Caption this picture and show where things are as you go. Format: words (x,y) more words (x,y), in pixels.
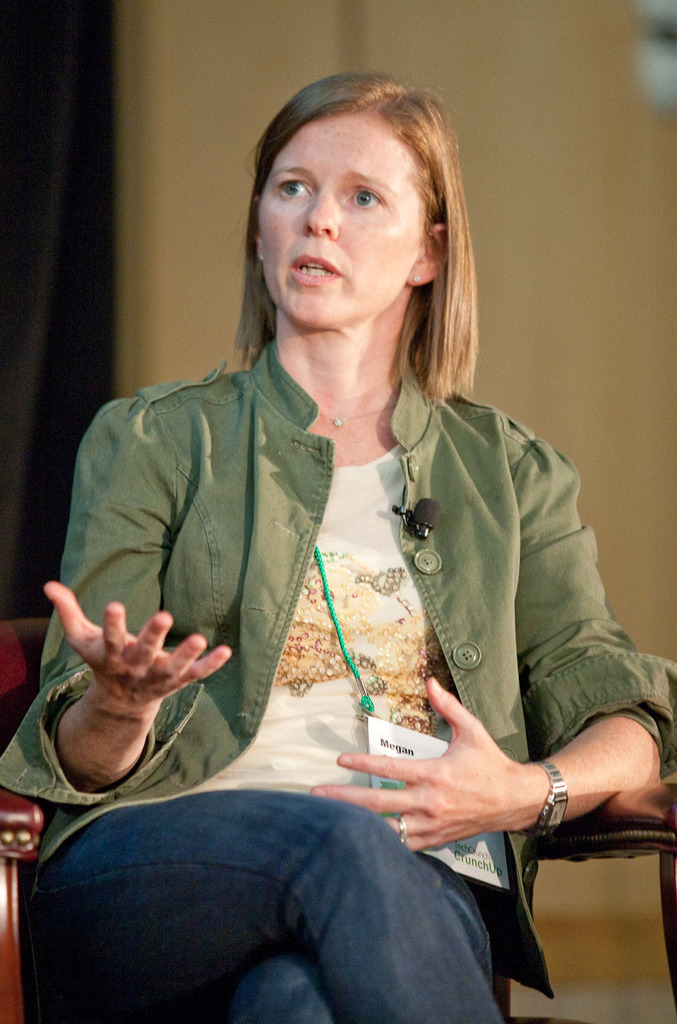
In this image we can see a woman (141,969) sitting on a chair (37,815) and she is speaking. Here we can see a watch (553,784) on her left hand (545,782).
